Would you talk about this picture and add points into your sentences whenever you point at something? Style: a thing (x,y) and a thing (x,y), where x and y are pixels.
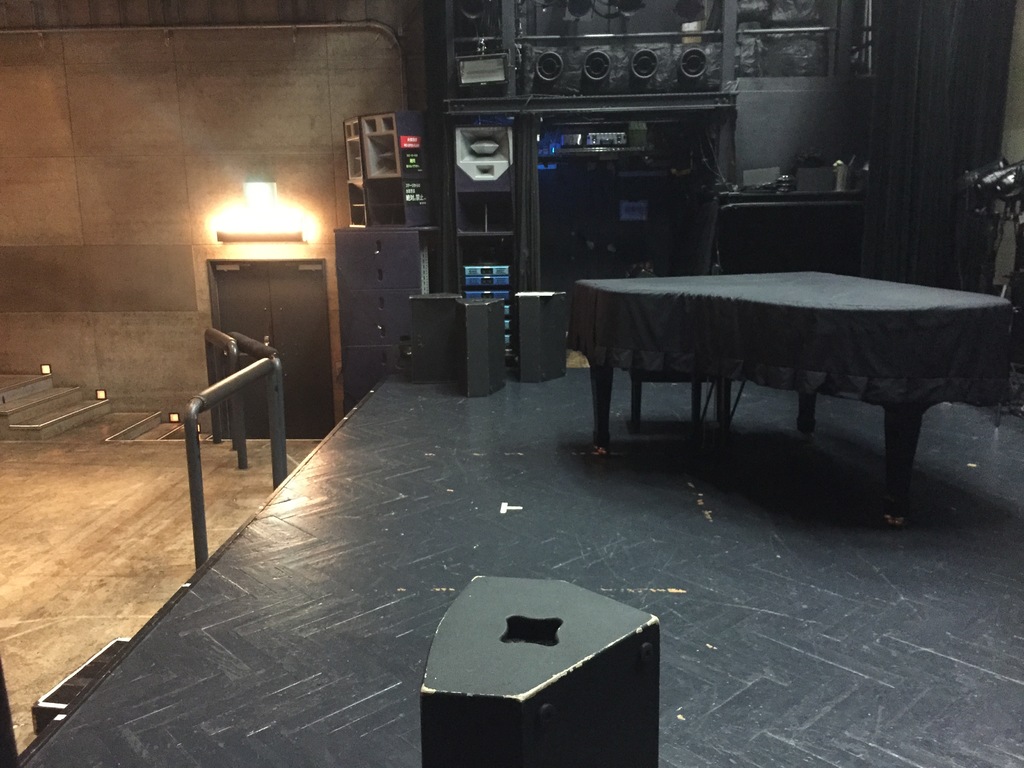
In this image we can see a piano (807,300) with a black color cloth (761,346). In the background of the image (468,363) there are speakers (347,265). At the bottom of the image (462,616) there is speaker (511,626) on the floor (632,577). To the left side of the image (68,595) there is a wooden flooring (29,633). There is a wall (234,142) with lights (250,230). There is railing (225,388).
